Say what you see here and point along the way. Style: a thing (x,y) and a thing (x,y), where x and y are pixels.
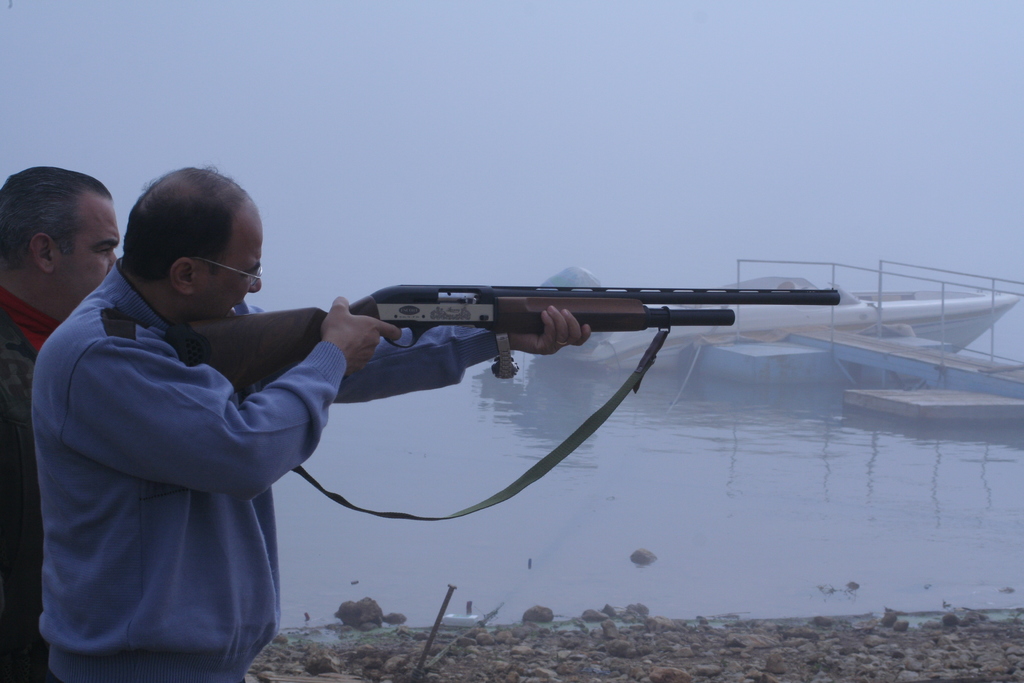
In the center of the image (552,325) there are two persons (226,300). one person (220,300) is holding a gun (480,303) in his hand (349,331). In the background of the image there is a ship (723,340). There is water (664,561). At the bottom of the image (631,653) there are stones (708,652).
